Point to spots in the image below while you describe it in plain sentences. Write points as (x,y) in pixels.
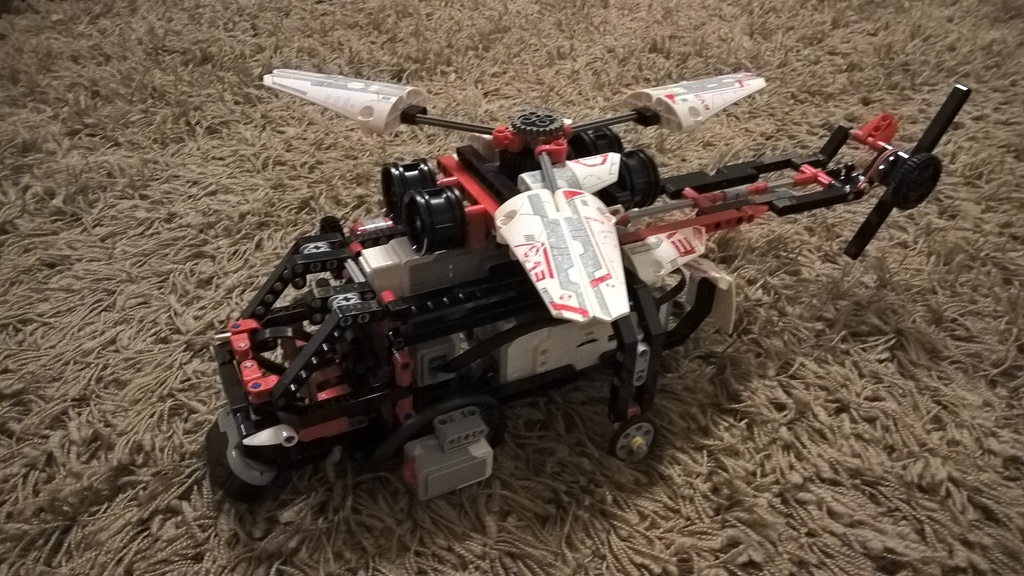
In the image there is a toy helicopter (522,309) on a woolen mat (154,334).
